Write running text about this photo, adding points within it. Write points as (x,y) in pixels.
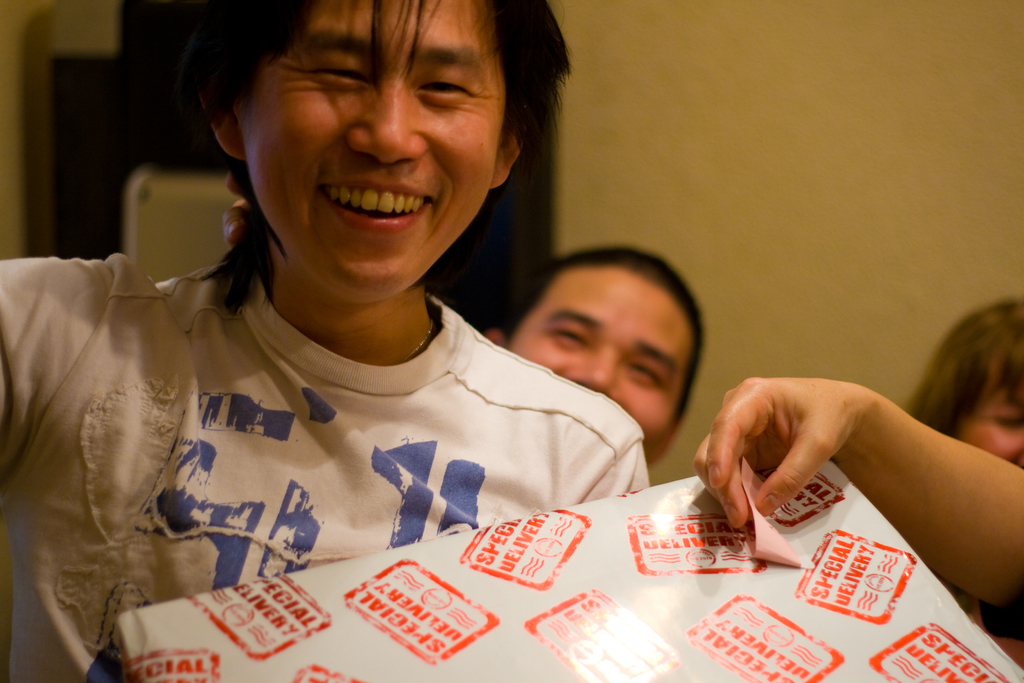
In this image I can see group of people (520,497). In front (489,427) the person (522,431) is wearing white color shirt (467,423) and I can also see some object (674,580) in white color and the background (765,141) is in cream color.
